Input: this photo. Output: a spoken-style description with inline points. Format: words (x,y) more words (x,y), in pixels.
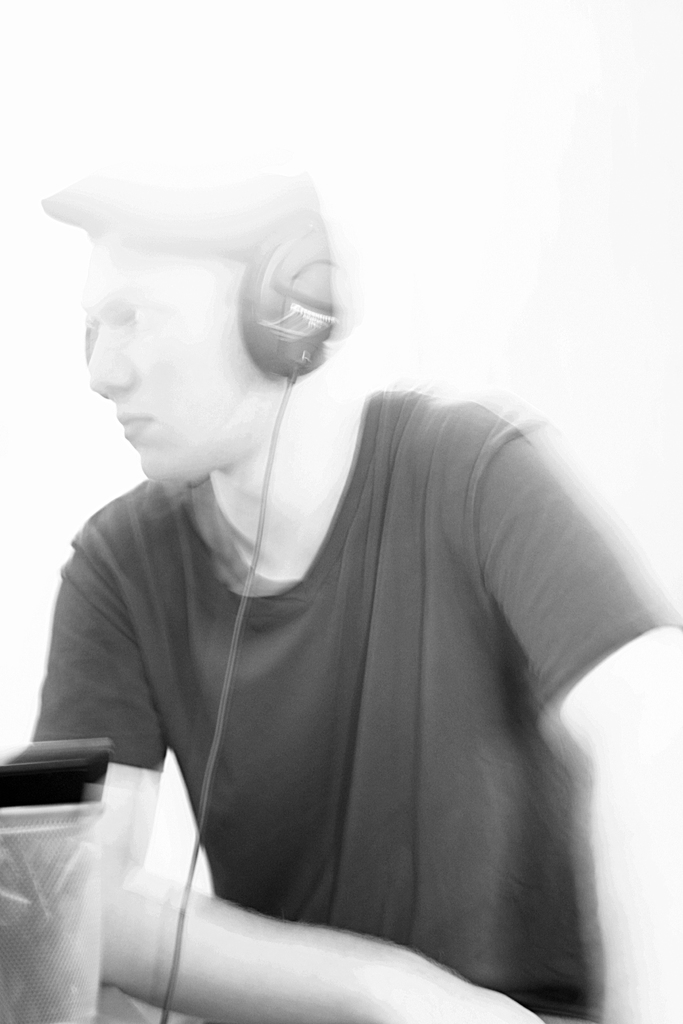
This is an edited picture, in this picture there is a person (270,404) wearing headphones (245,344). On the left (47,903) there is a box (47,903), in the box (42,880) there are pens (55,861).
